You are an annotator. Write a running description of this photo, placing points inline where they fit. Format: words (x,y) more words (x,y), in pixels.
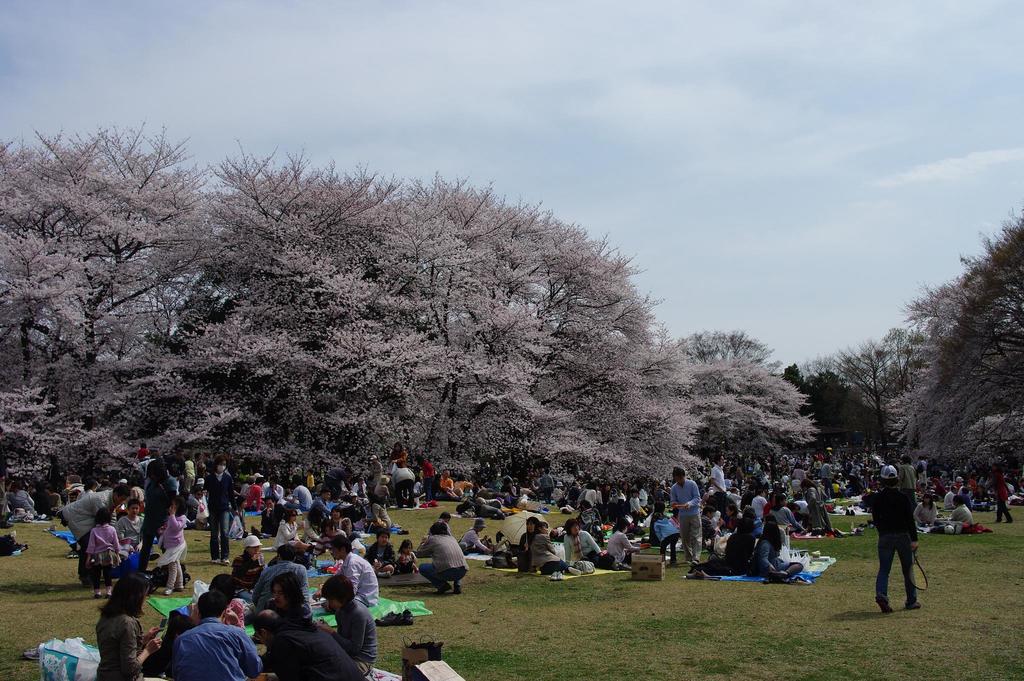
In this picture there are people (964,505), among the few persons (347,550) sitting and few persons (900,500) standing. We can see trees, grass (696,584), sheets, box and objects (797,560). In the background of the image (592,171) we can see the sky (598,155).
